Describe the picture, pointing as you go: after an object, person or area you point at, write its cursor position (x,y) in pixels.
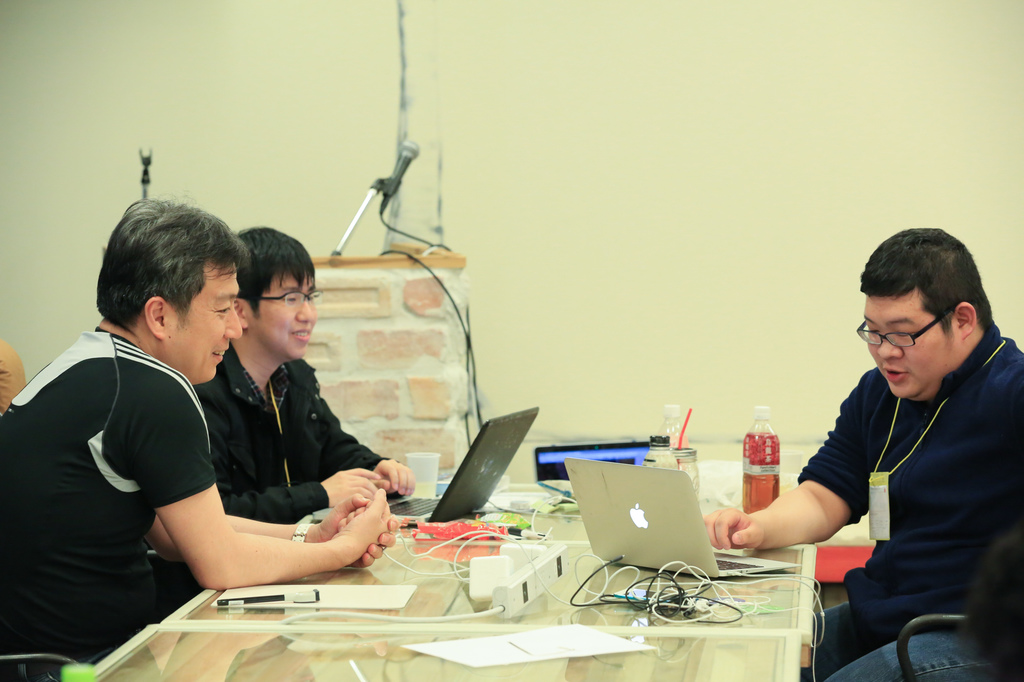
This is the picture of a room (138,225). In this image there are group of people (214,279) sitting and smiling. There are laptops (689,548), devices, bottles (671,458), glasses (678,462), papers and wires (688,613) on the table (573,678). At the back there is a microphone (408,151). At the back (720,144) there is a wall (611,155).
